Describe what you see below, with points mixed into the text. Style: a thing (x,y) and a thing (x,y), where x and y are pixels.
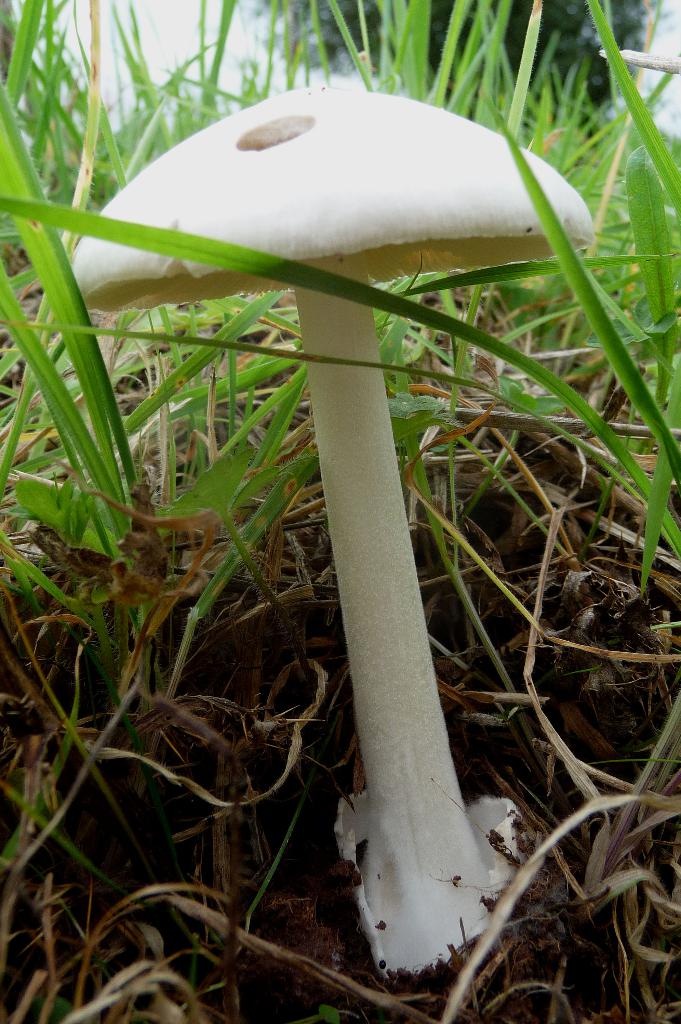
In this image we can see a mushroom (379,477) and grass (267,367) on the ground (153,1002). In the background (199,68) we can see the sky (109,35) and a tree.
